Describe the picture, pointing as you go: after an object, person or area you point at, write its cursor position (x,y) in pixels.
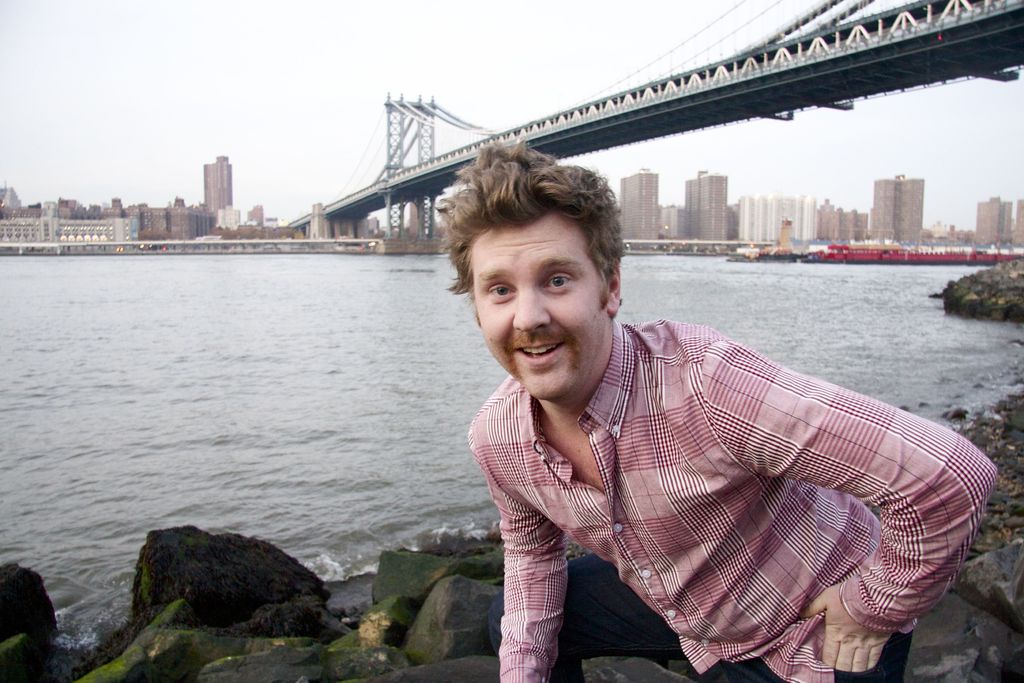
In this image, we can see a man (622,450) is watching and smiling. At the bottom (305,589), we can see rocks (446,592). Background (767,275) we can see water (862,352), bridge (396,226), pillars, buildings (8,212) and sky (203,112).
